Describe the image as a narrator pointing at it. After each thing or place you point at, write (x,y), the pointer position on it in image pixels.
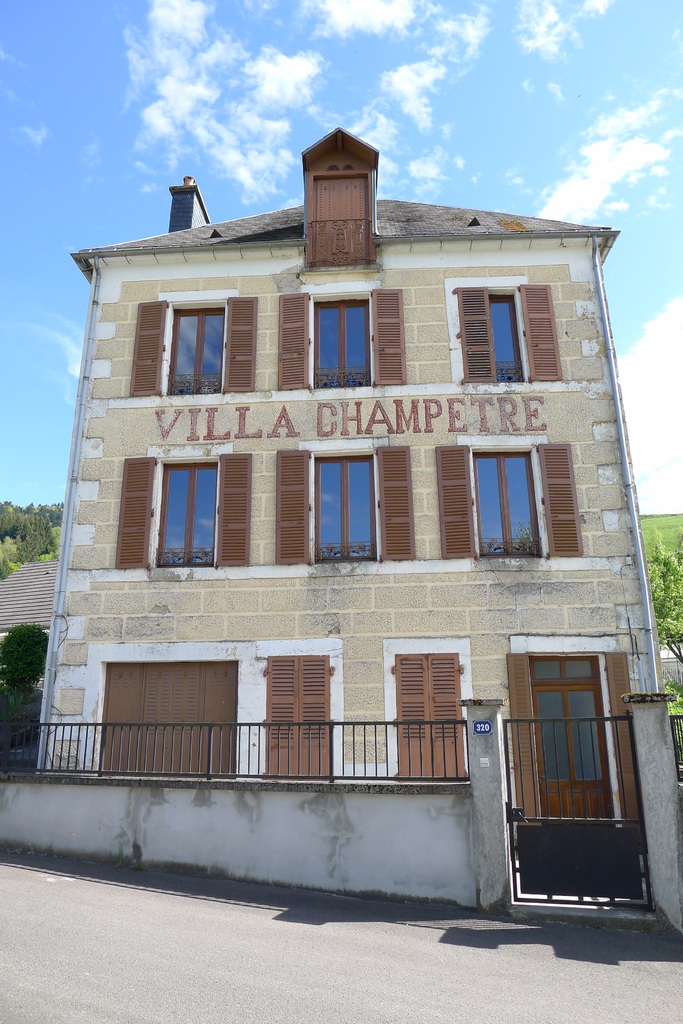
This picture shows a building (531,571) and we see a wall (6,792) with a metal gate (556,739) and we see trees (39,532) and house (6,617) on the side and we see a blue cloudy sky (377,119).
